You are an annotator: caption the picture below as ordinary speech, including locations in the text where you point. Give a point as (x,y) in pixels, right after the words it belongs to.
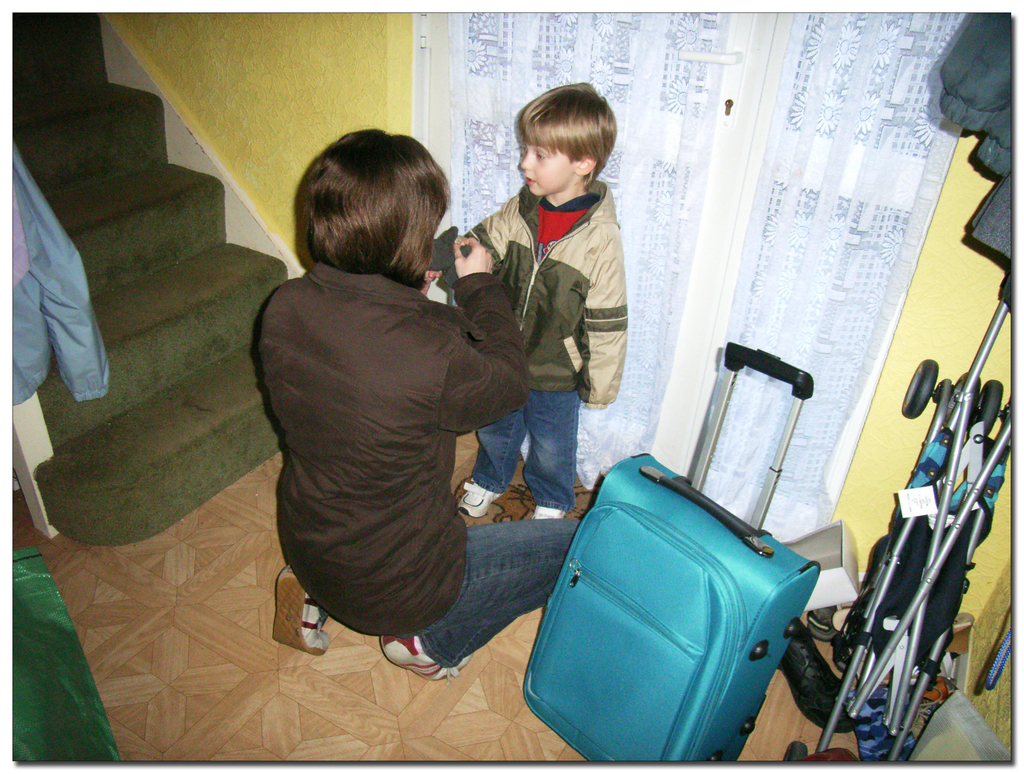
This is a picture taken in a house (509,178). In the center of the picture (362,375) there is a woman (401,639) holding a kid (549,249). In the foreground (622,553) there is a trolley (797,585). On the right (905,535) there are stands (905,552). On the top left (81,167) there is staircase (130,186). In the background (614,61) there is a door (735,125) and a wall (249,67). In the center of the foreground (229,688) floor (198,684) is covered with a wooden mat (201,639).
